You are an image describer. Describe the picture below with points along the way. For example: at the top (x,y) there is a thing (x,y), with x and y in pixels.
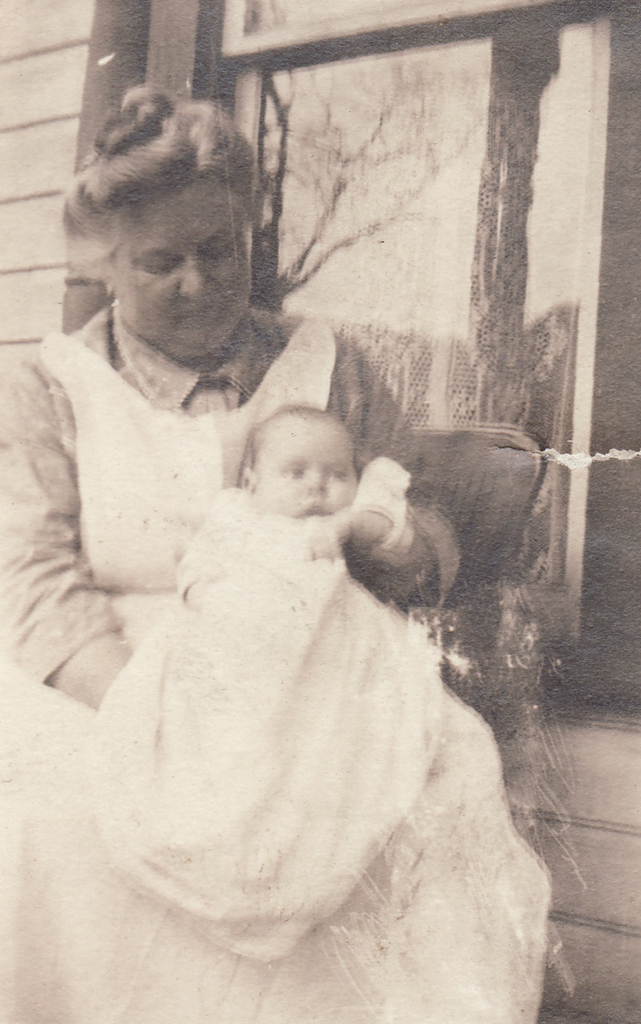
Here, we can see a photo (158,200), in that photo (131,219) we can see a woman (168,411) holding a baby (281,686) and we can see the wall (14,278).
